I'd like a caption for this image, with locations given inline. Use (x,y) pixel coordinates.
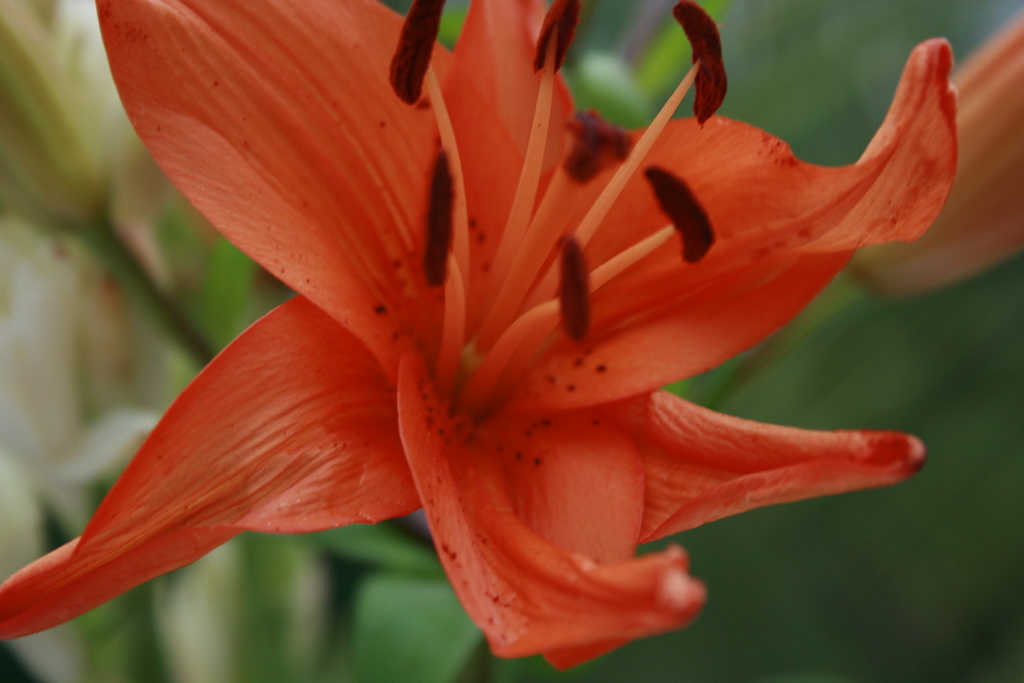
In this picture we can see orange color flower (560,252) on the plant (647,264). At the bottom (381,559) we can see the leaves (455,675).
